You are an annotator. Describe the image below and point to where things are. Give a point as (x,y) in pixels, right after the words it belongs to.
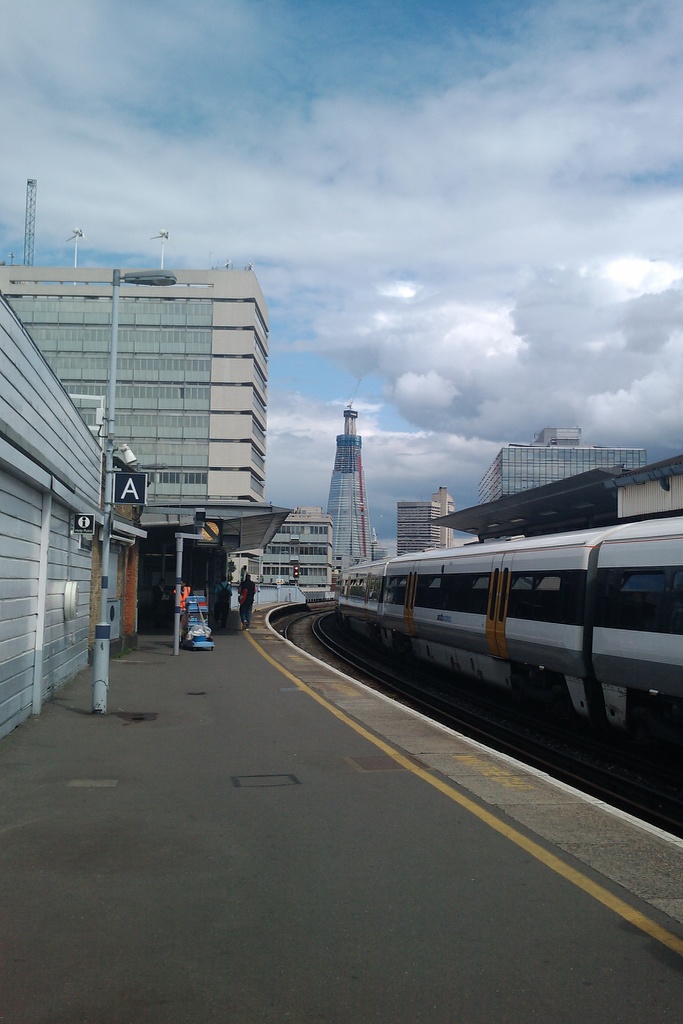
In the picture we can see a railway station (364,968) with a platform (235,923) and on it we can see a pole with light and beside it, we can see a track (410,702) and a train (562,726) on it and in the background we can see some buildings (422,517) and in the background (374,365) we can see a sky (350,289) with clouds (315,195).
